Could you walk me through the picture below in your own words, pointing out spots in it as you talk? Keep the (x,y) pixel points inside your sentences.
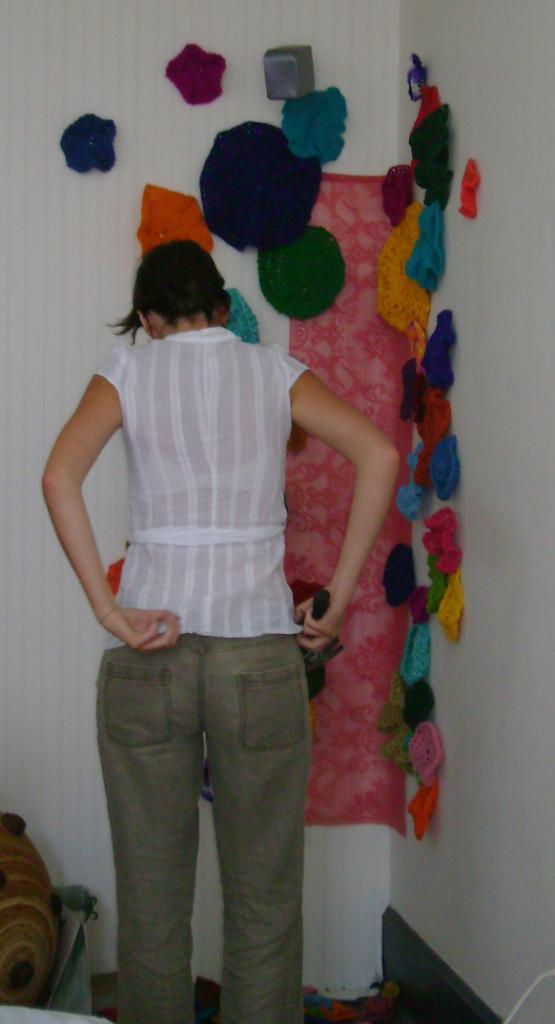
In this image we can see there is a woman (232,489) standing on the floor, there are woolen clothes (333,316) hanging on the wall (489,455).
